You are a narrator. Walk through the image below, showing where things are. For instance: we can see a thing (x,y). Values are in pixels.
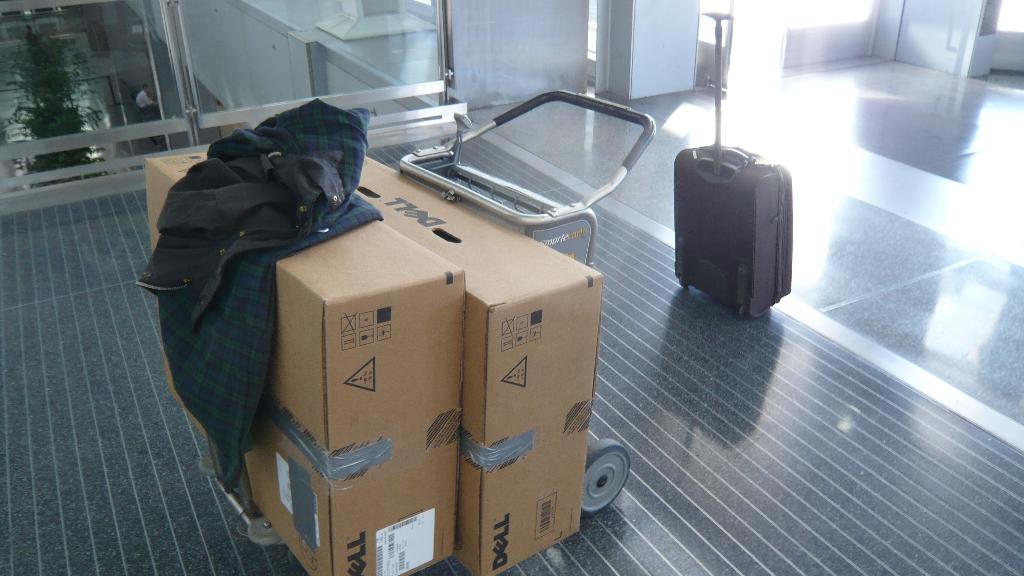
In the image we can see there is a travelling suitcase (736,218) and on a trolley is a cardboard boxes (383,323).
